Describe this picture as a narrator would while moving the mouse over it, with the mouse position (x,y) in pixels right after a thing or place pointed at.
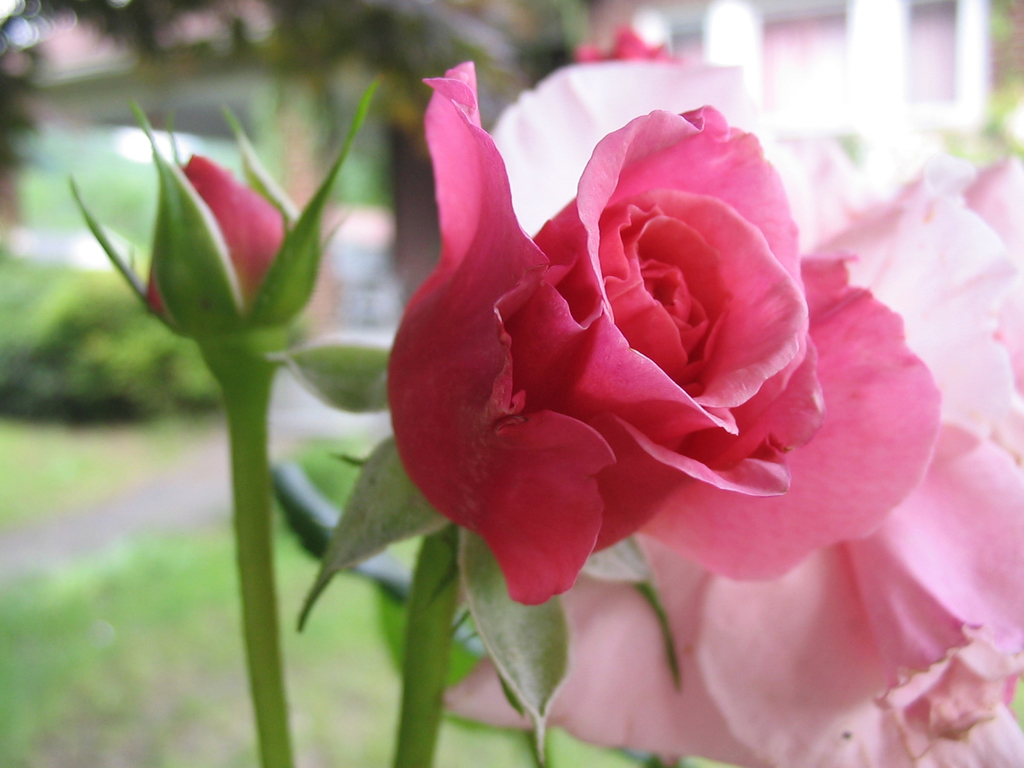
In this picture we can see rose flowers (718,492), bud (291,269) and in the background (51,400) we can see trees (282,67), building (129,98), grass (93,679) and it is blurry.
